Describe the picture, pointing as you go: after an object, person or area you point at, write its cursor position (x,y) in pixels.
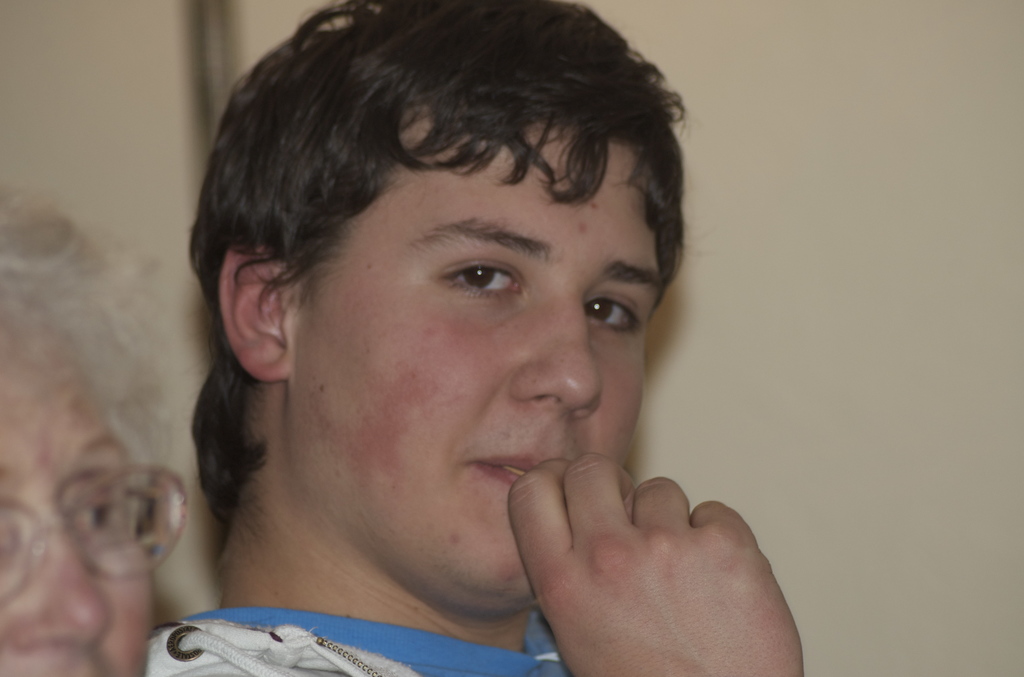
In this image, I can see a man (583,475). On the left side of the image (135,528), I can see another person (84,568) with spectacles (127,512). In the background (898,83), there is a wall (831,332).
